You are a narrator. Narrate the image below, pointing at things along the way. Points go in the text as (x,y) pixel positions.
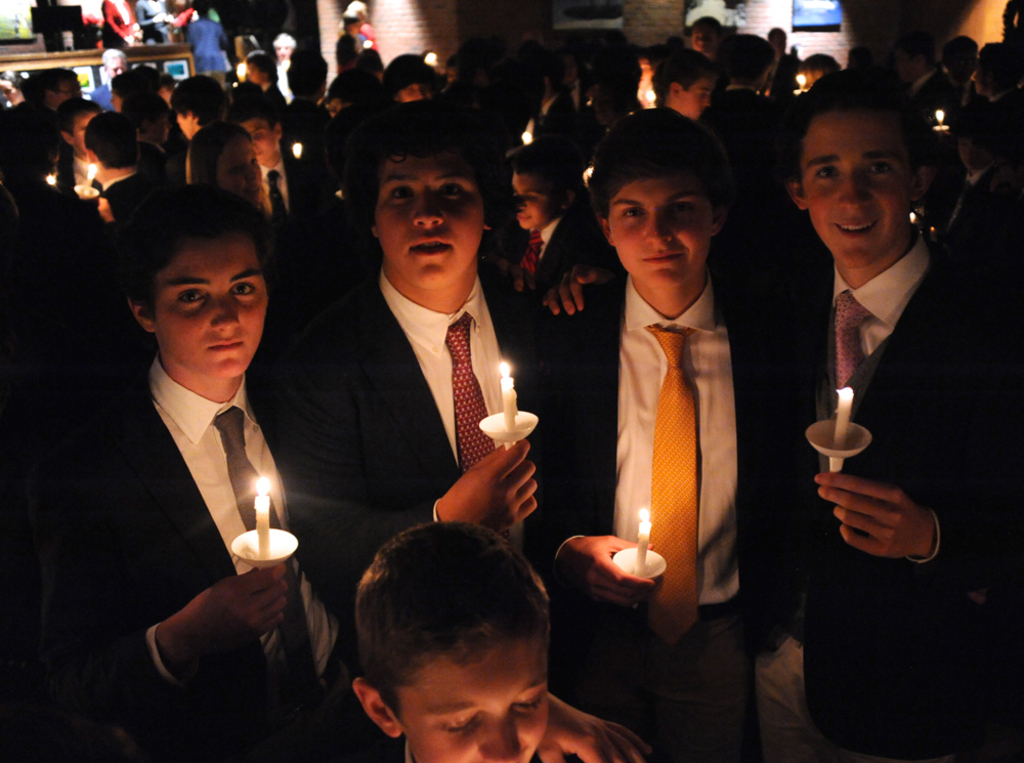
In this picture, we see the people (534,137) are standing and all of them are holding the candles (270,509) in their hands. In front of the picture, we see four men (456,418) are standing. They are holding the candles (270,555) in their hands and they are posing for the photo. In the background (259,149), we see the people (283,69) are standing. Behind them, we see a wall (428,29) and we see the photo frames (696,4) placed on the wall (798,36). In the left top (169,19), we see the people (200,39) are standing. Behind them, we see a wall (221,2) and a table (89,64).
